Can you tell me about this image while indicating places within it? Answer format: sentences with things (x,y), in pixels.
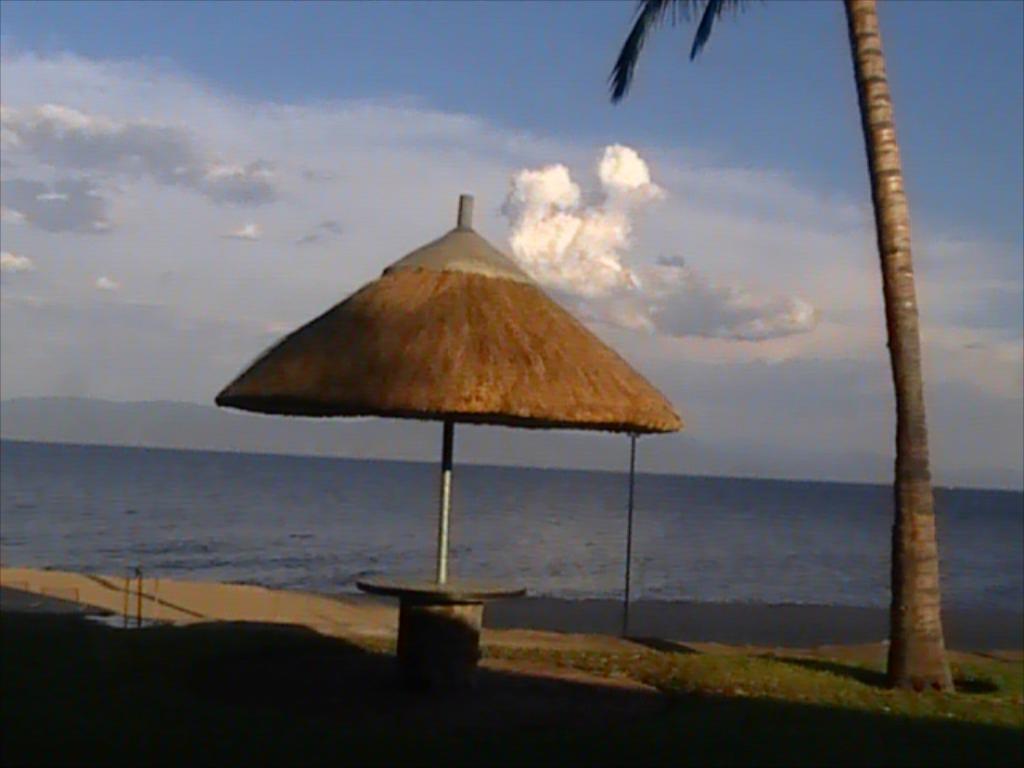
In front of the image there is a hut (449,436), beside the hut (451,468) there is a tree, in front of the tree (904,539) there is sea (605,495), at the top of the image (477,199) there are clouds (539,230) in the sky (429,232) and there is a pole (441,551) and some other objects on the surface (277,678).
